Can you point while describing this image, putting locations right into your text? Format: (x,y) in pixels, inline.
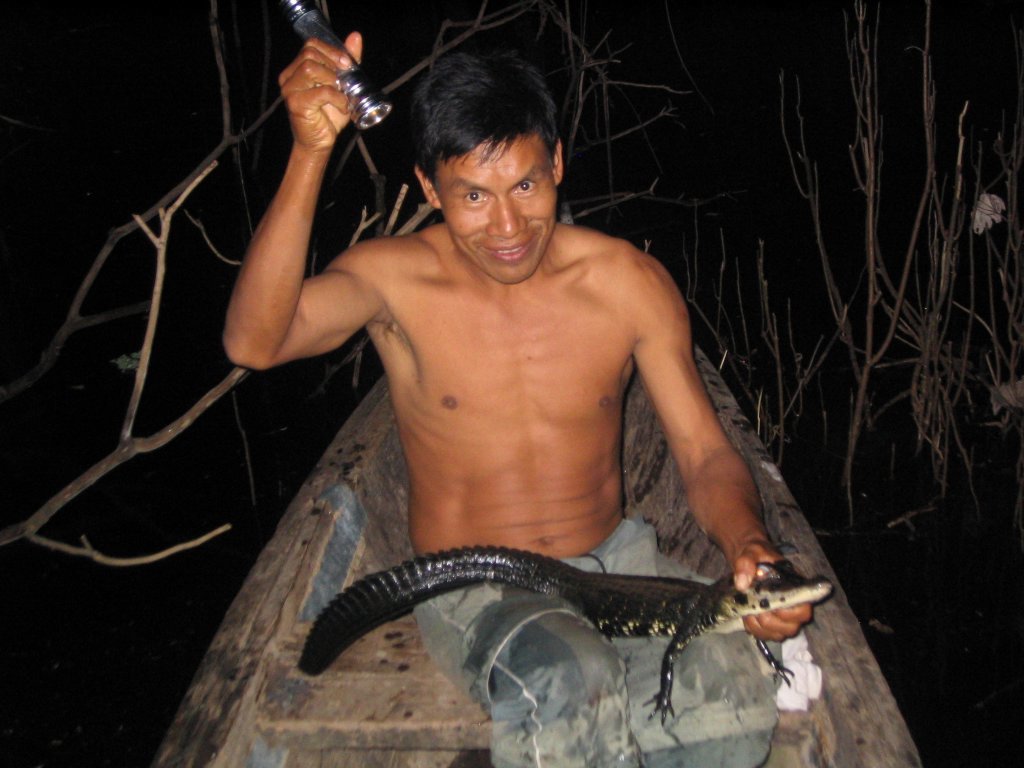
In this image I can see a person (525,479) holding an animal (654,578) and something. Back I can see dry stems (917,264) and black background (181,388).
